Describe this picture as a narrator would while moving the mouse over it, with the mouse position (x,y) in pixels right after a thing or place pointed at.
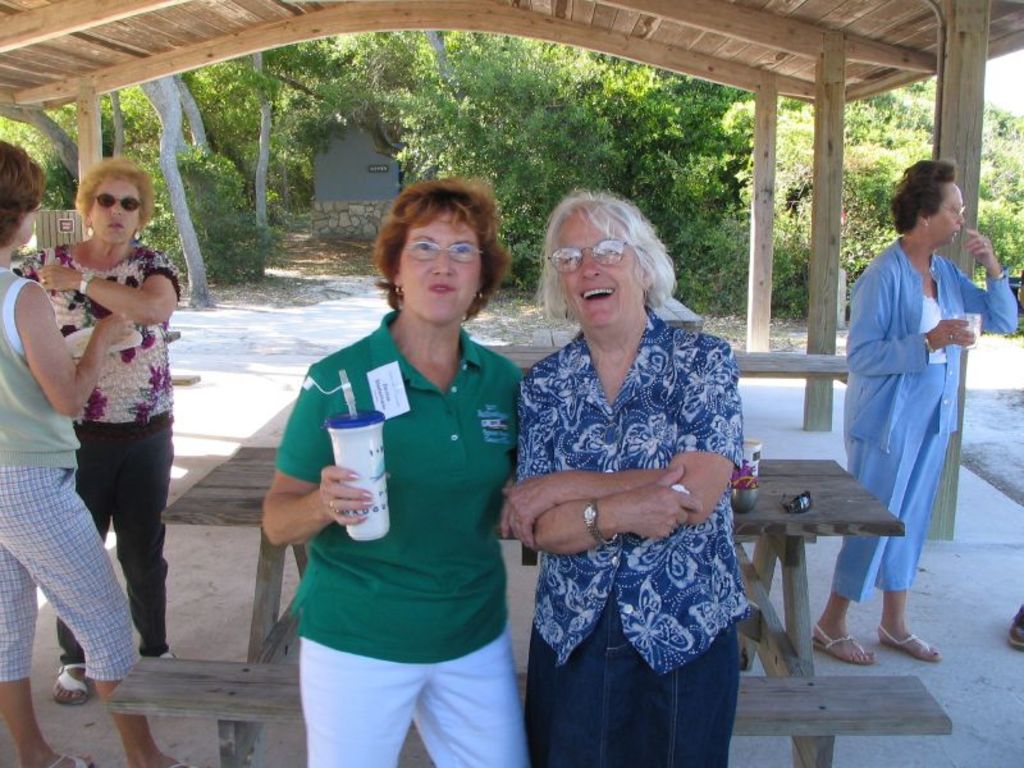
In this image I can see few women (114,194) are standing and I can see smile (605,301) on few faces (616,286). I can also see most of them are wearing specs (617,257) and she is holding a glass (363,433). In the background (244,515) I can see few tables (783,505) and few trees (410,132).
